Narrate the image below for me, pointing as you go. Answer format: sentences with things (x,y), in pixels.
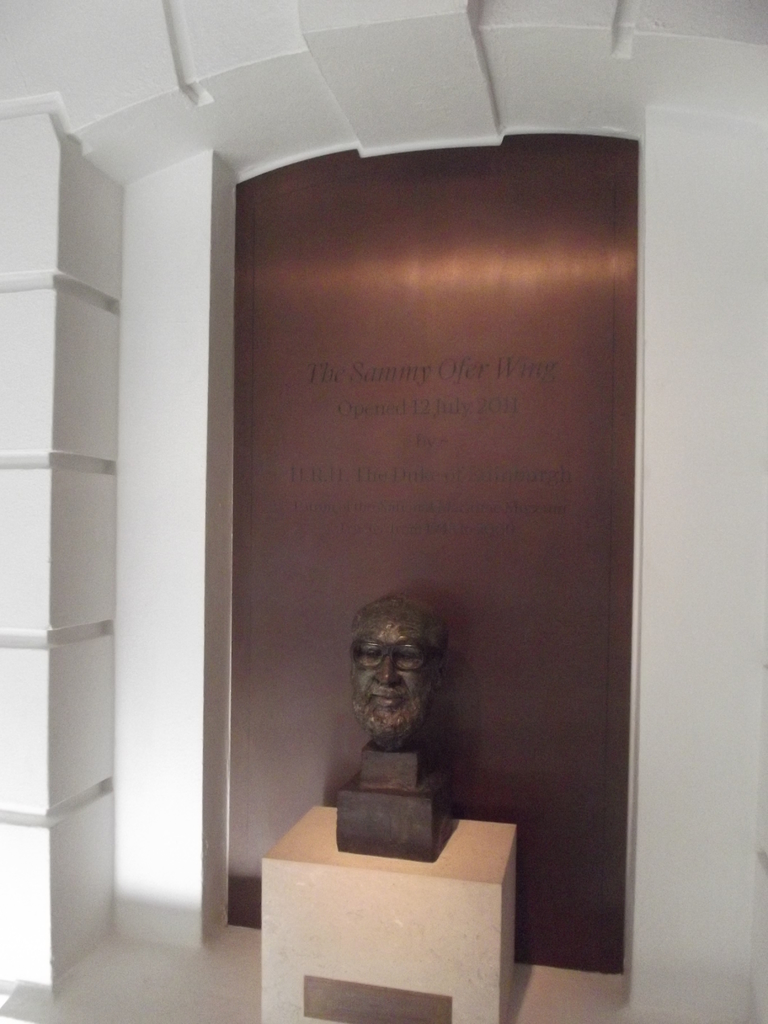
In this image we can see a stone (423,392) and statue (392,628).
